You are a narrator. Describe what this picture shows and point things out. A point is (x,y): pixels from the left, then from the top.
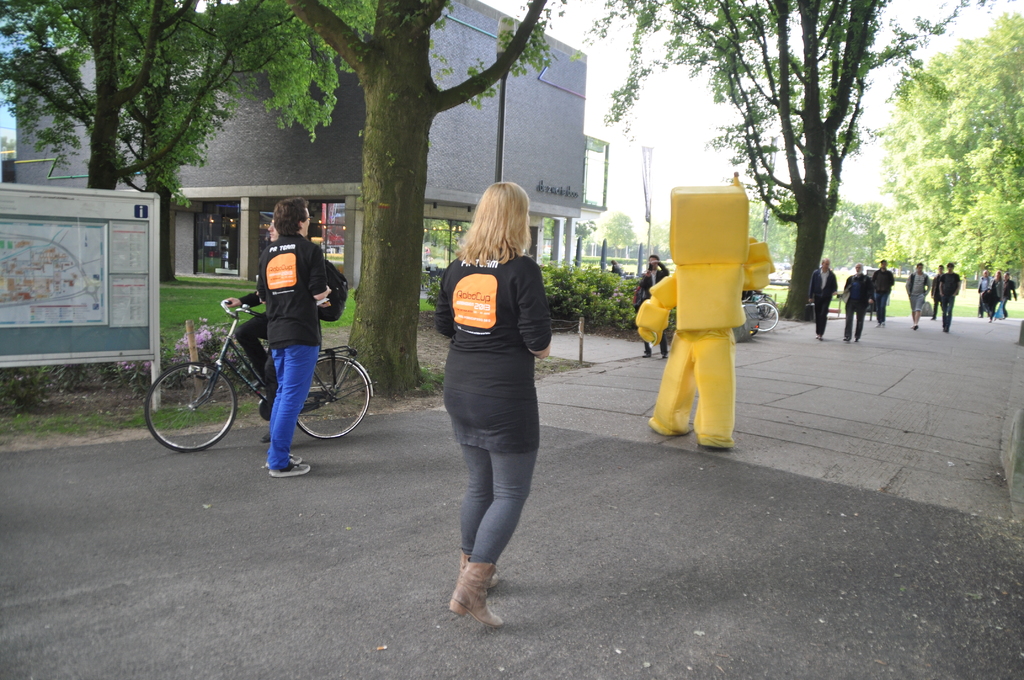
In this picture, we can see a few people (476,562) among them a person (664,422) is in a costume (749,279), and a few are with bicycle (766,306), we can see the ground (648,502), road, grass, trees (978,203), plants (35,373), board (80,324) with some posters (89,316), poles (498,178), building (433,196) with glass doors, and the sky (660,171).
